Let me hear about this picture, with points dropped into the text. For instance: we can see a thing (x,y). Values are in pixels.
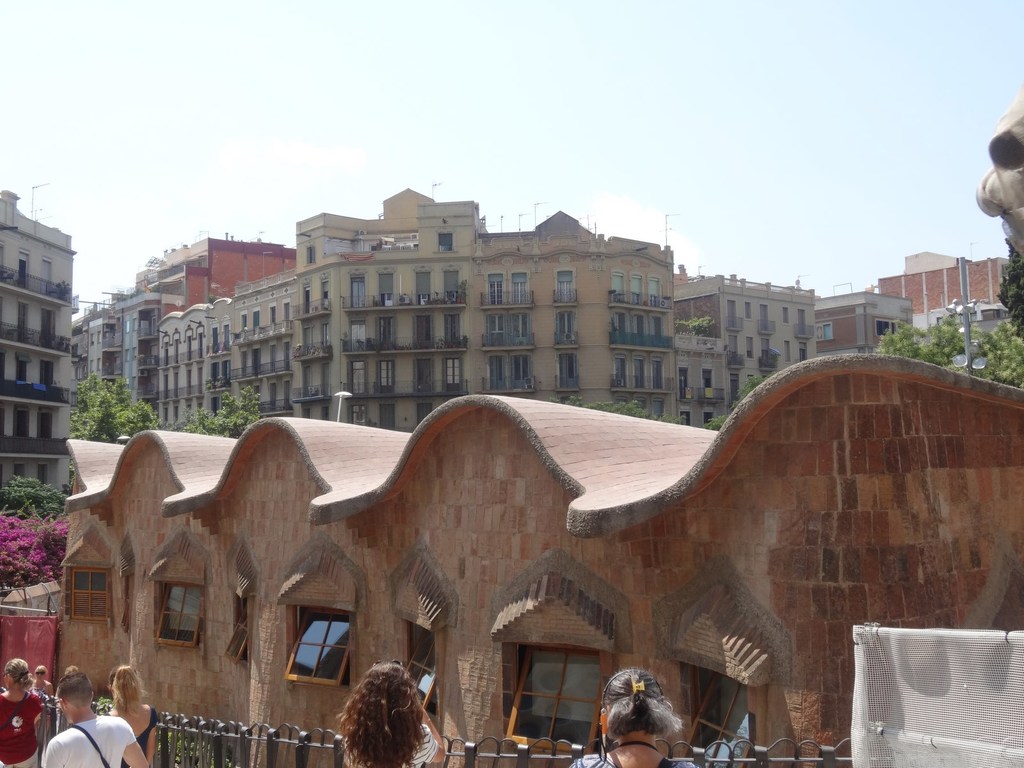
In this image we can see buildings (405,257), walls (299,526) with some arches (734,432) and windows (79,597), fence (47,700), people (32,739), trees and sky (385,98).
